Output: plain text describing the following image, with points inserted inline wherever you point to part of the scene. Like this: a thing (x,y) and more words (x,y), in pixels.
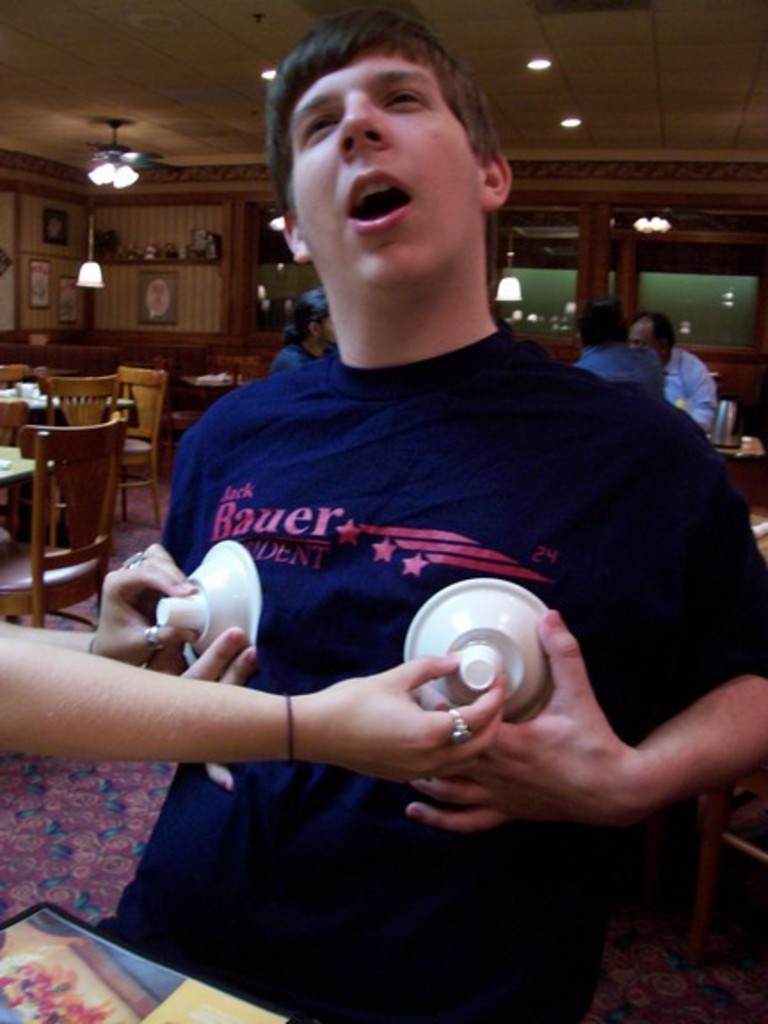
In the image there is a man (441,464) with navy blue t-shirt (290,923) holding cups (451,643), this seems to be clicked in restaurant (137,253), in the back (699,392) there are two persons (649,362) sitting around table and on the ceiling (552,76) there are lights (544,65).
